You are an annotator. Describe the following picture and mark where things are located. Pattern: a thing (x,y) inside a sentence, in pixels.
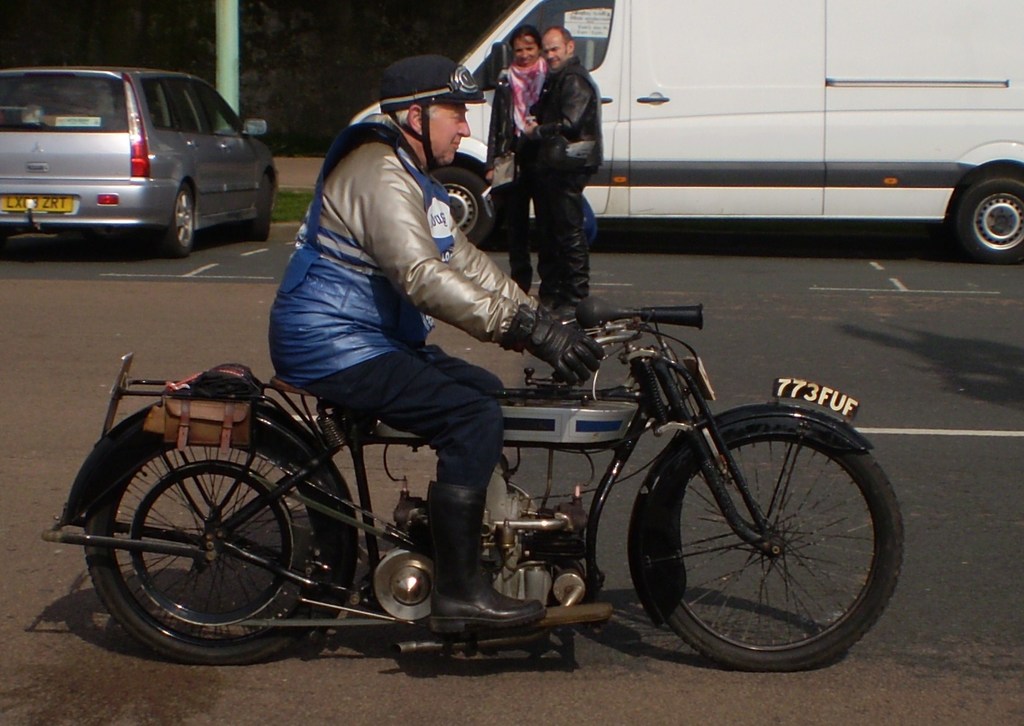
In this image in the front (351,339) there is a man (353,364) riding a vehicle (683,446). In the center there is a person (542,147) standing and in the background (182,122) there are cars (758,97) and there is grass (274,215) on the ground (276,205) and there is a pillar (222,53).
